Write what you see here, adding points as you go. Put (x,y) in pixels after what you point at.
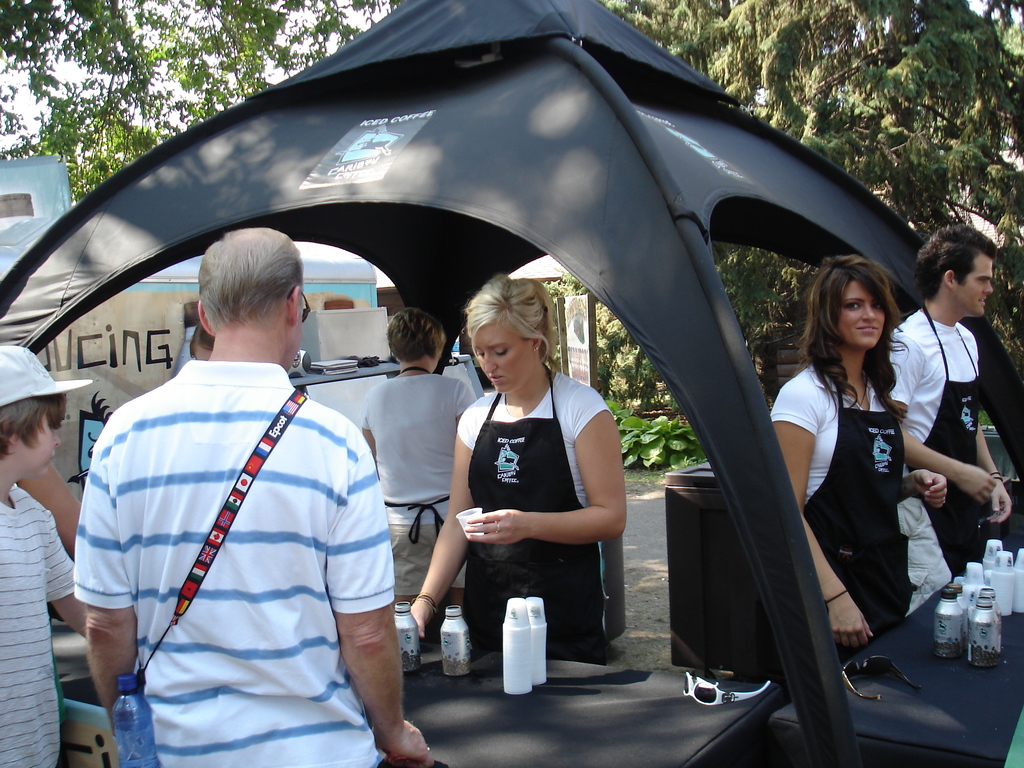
To the left corner of the image (37,533) there is a boy (37,572) with white t-shirt (37,533) and a cap (16,386) on his head (15,397) is standing. Beside him there is a man (217,441) with white t-shirt (220,508) and blue lines (264,419) with bottle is standing. In front of him there is a table (413,708) with bottles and glasses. Behind the table (531,722) there is a lady (556,624) with black apron (491,617) and white t-shirt (560,410). And to the right side of the image (906,350) there are two people (893,398) with white t-shirt (916,358) and black apron (895,449) is standing and in front of them there is a table (916,635) with glasses (994,548), bottles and goggles (882,666). They are standing under the black tent (613,152). In the background (973,94) there are trees (821,43).
